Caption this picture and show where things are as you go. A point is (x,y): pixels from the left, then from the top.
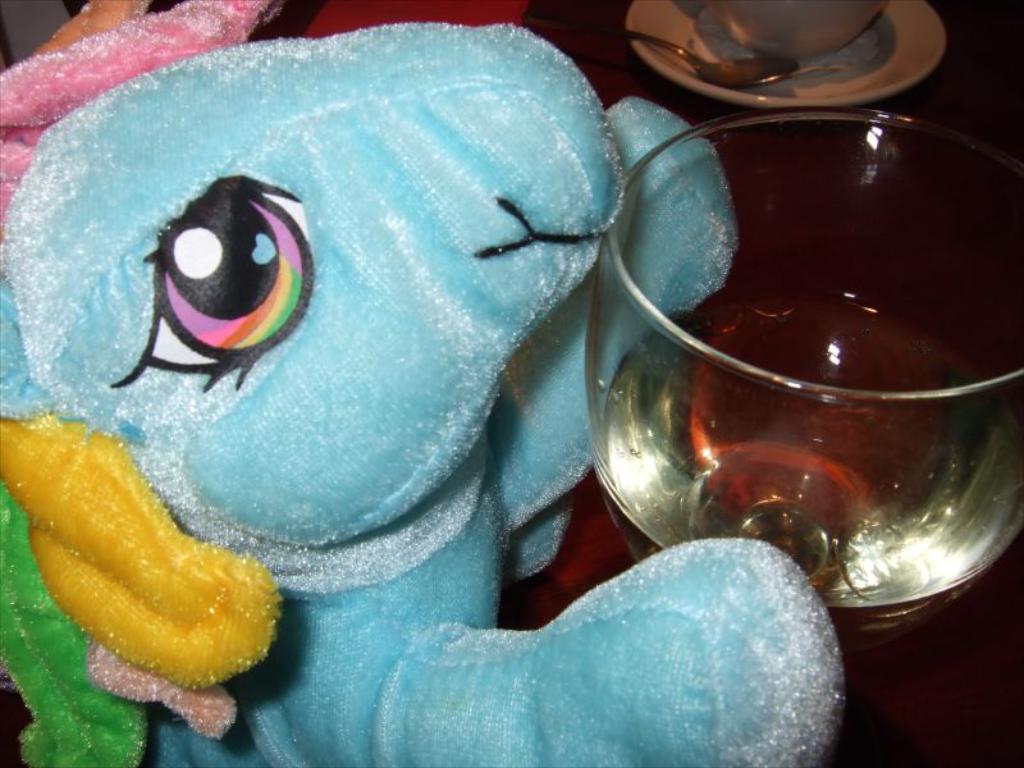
In this image there is a toy (221,363) towards the left of the image (210,335), there is a glass (815,327) towards the right of the image (864,240), there is a saucer (914,51) towards the top of the image (821,88), there is an object (774,17) towards the top of the image (819,16) that looks like a cup (815,20), there is a spoon (639,36), at the background of the image (583,563) there is an object (845,658) that looks like a table (604,559).
